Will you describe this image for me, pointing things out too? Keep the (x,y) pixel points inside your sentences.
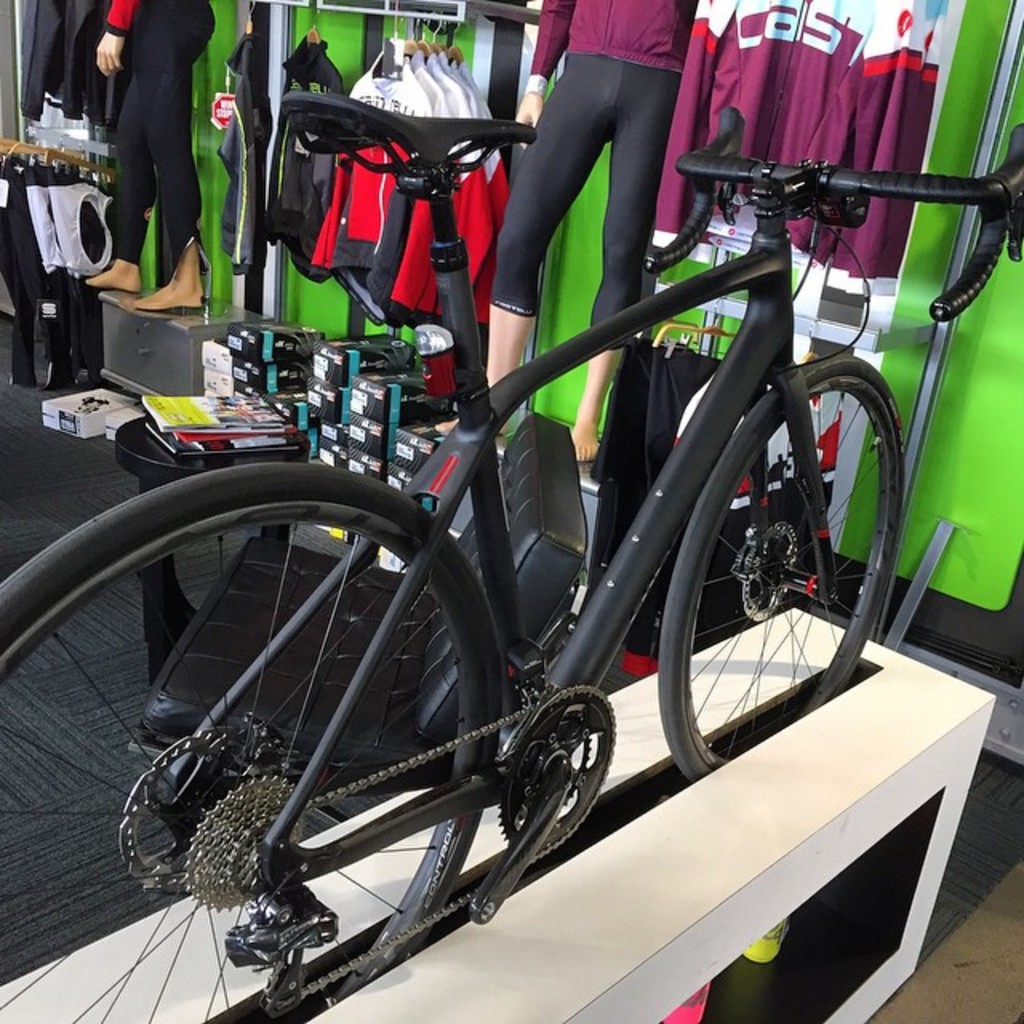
This is the picture of a place where we have a bicycle (503,529), mannequins (133,228), jackets (350,208) and some other things (8,208) around.
